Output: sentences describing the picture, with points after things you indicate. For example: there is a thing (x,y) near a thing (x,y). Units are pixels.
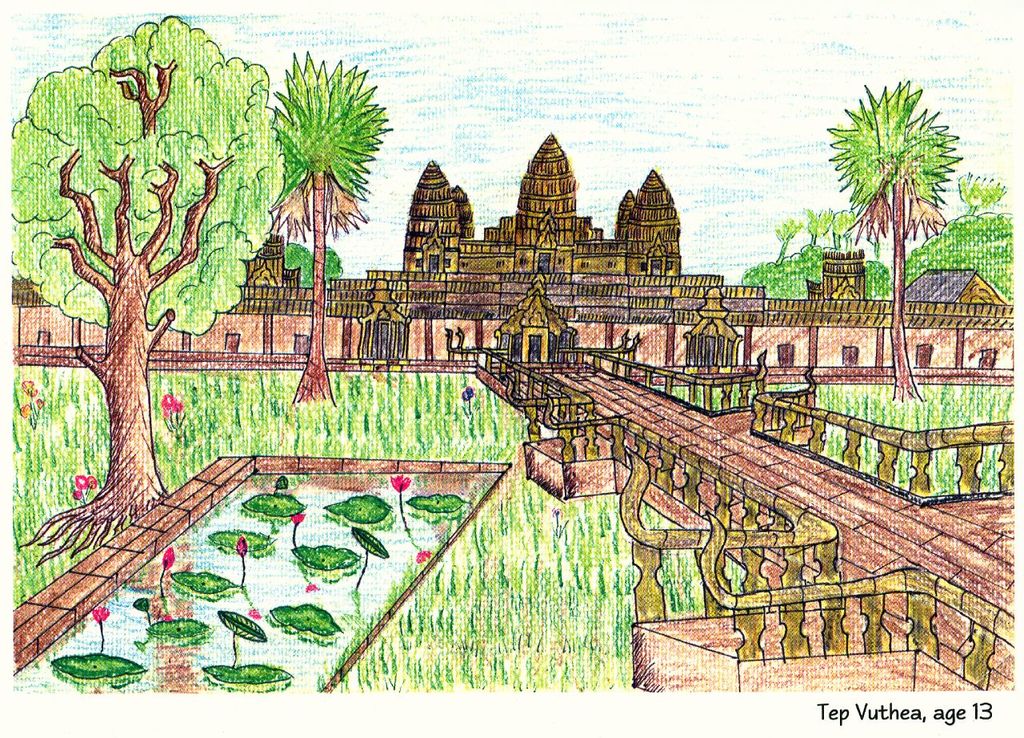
This image consists of a painting. Here I can see few buildings (620,297) and trees (90,241). At the bottom (498,600) there are many plants (457,584) and there is a pond (282,567). There are few flowers (243,542) and leaves (189,580) in the water (286,568). On the right side (772,516) there is a bridge (783,465). At the top of the image (615,90) I can see the sky (684,94). In the bottom right-hand corner (880,716) there is some text (837,704).
